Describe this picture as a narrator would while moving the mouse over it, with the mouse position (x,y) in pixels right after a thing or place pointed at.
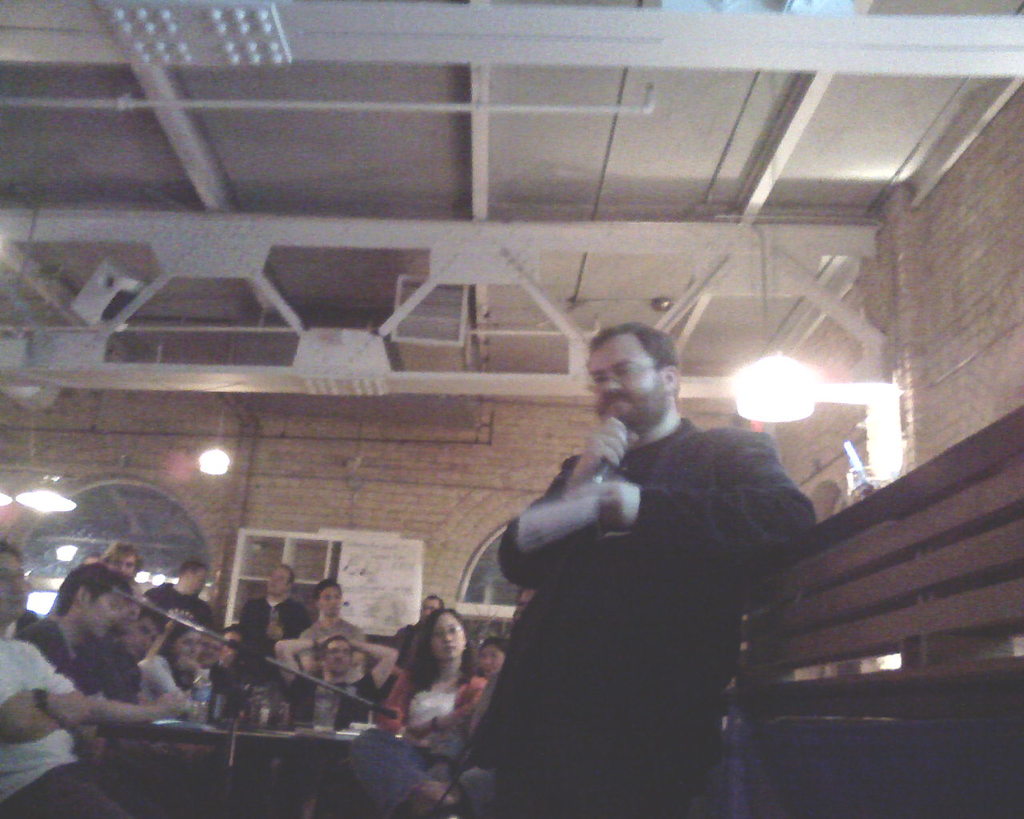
In this image we can see this person (551,559) is holding a mic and a paper (559,535) is standing near the wooden wall (884,546). Here we can see some people (164,642) are sitting on the chairs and some are standing. In the background (440,557), we can see the brick wall (478,536), cupboards (258,590) and the ceiling lights (808,394).
